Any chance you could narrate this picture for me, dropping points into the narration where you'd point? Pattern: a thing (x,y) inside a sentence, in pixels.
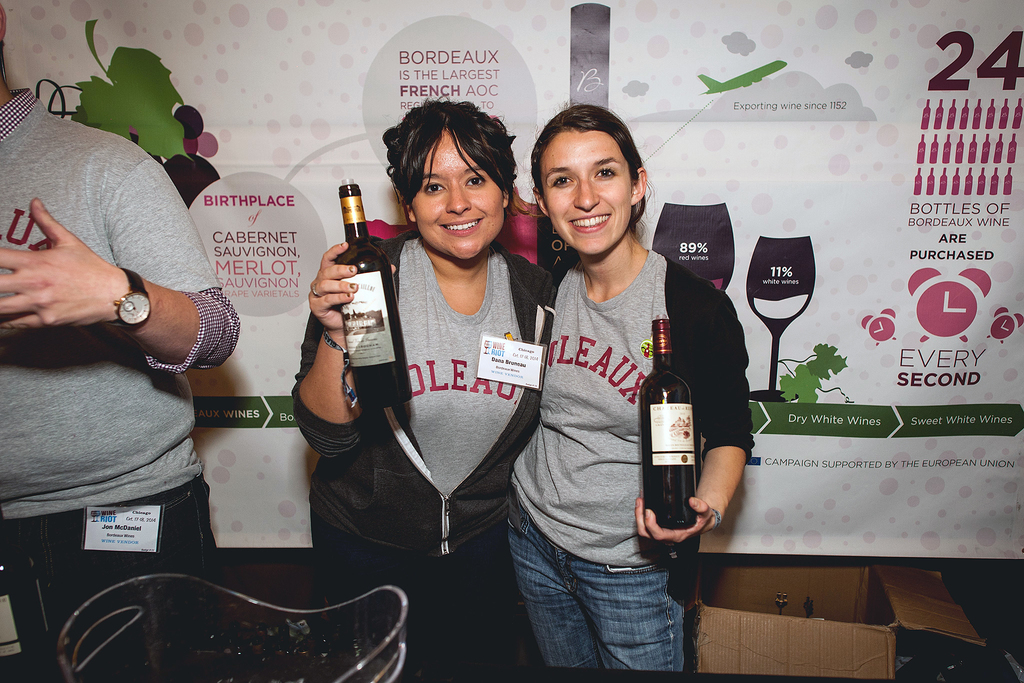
2 people (503,378) are standing holding glass bottles (389,384). A person (54,491) is present at the left (63,291). There is a carton (809,669) and a banner (860,387) behind them.
